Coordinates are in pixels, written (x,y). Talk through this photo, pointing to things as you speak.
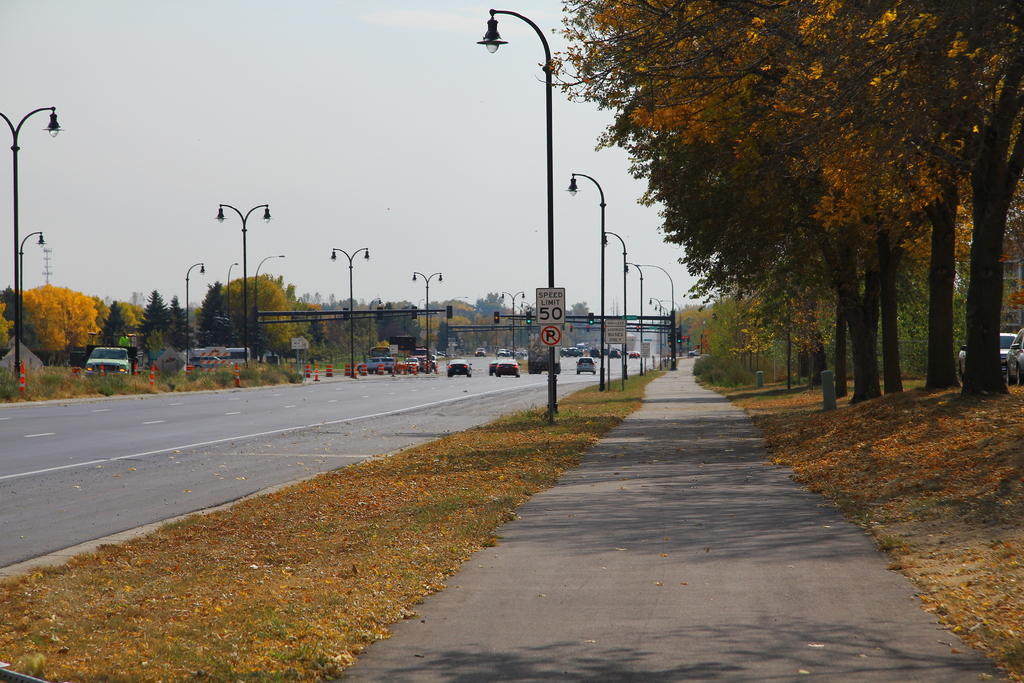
In this image I can see the road (341,435), few leaves (418,505) on the ground (453,516), few street light poles (602,329), few boards (611,340) attached to the poles (255,288), few vehicles (126,352) on the road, few traffic poles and few trees (736,192) which are green and yellow in color. In the background (447,155) I can see the sky (316,138).
